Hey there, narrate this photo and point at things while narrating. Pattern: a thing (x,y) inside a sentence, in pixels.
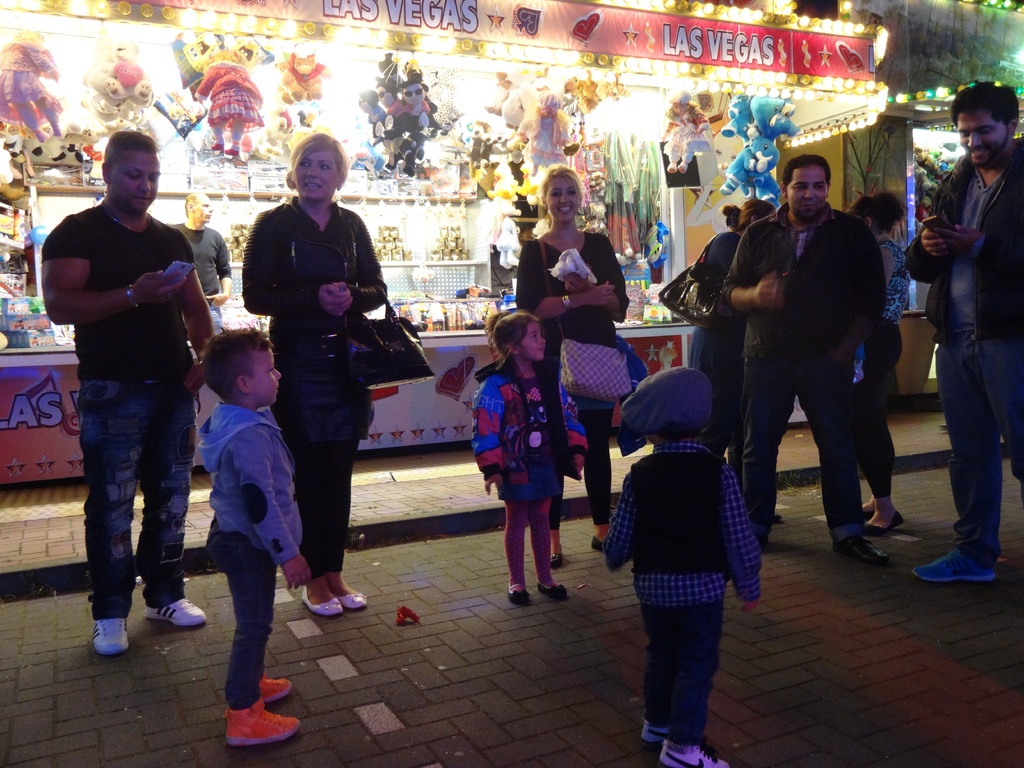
In the image we can see many people (859,242) and few children (533,448). Some are holding bags (674,296). And some are holding mobiles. In the back (485,139) there is a shop (197,125). And there are many toys (540,126) in the shop (580,71). Also there are names (455,19). And there are lights (651,72).
